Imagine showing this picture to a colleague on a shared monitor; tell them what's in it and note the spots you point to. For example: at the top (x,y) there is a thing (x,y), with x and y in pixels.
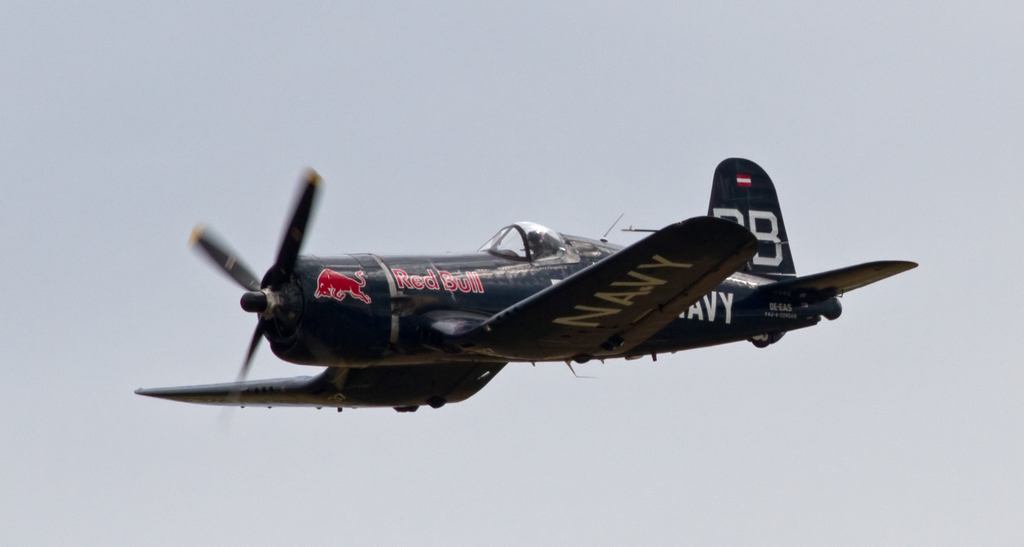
In this picture there is an aircraft (752,216) flying and there is a person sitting inside the aircraft (552,254) and there is text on the aircraft (461,347). At the top (463,101) there is sky (655,91).
